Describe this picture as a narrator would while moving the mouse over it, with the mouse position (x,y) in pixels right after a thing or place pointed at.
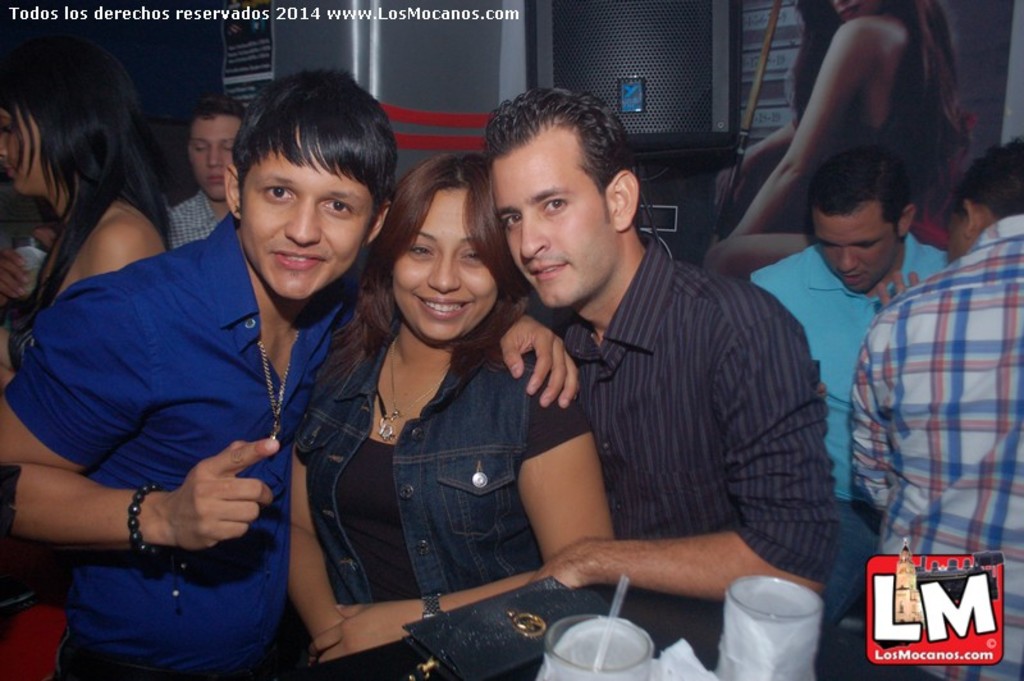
In this image, I can see three people (295,364) smiling. In the background (769,141), that looks like a poster (759,196). I think this is an object (616,114). I think there are group of people (930,392) standing. At the bottom of the image (535,636), this is a table (714,649) with a wallet (465,652), glasses (559,637) and few other things (695,660) on it. I can see the watermarks (30,9) on the image.
